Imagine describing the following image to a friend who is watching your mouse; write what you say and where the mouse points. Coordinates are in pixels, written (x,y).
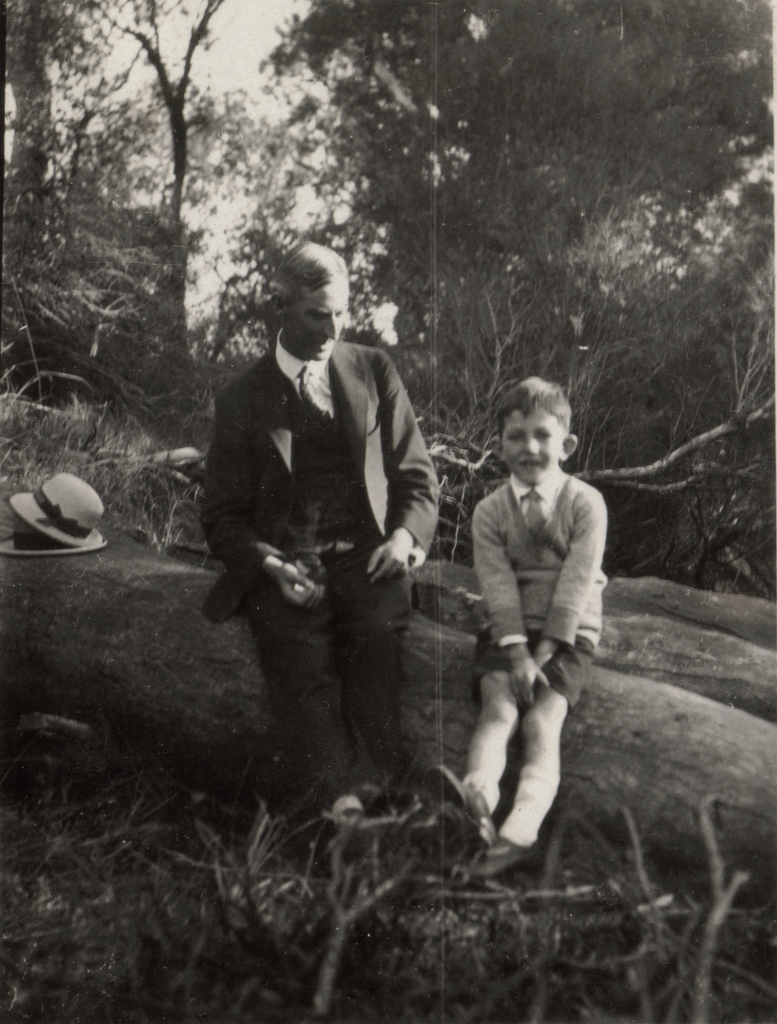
In this image I can see two persons (587,528) sitting, background (227,8) I can see trees (138,239) and sky (221,20), and the image is in black and white.
